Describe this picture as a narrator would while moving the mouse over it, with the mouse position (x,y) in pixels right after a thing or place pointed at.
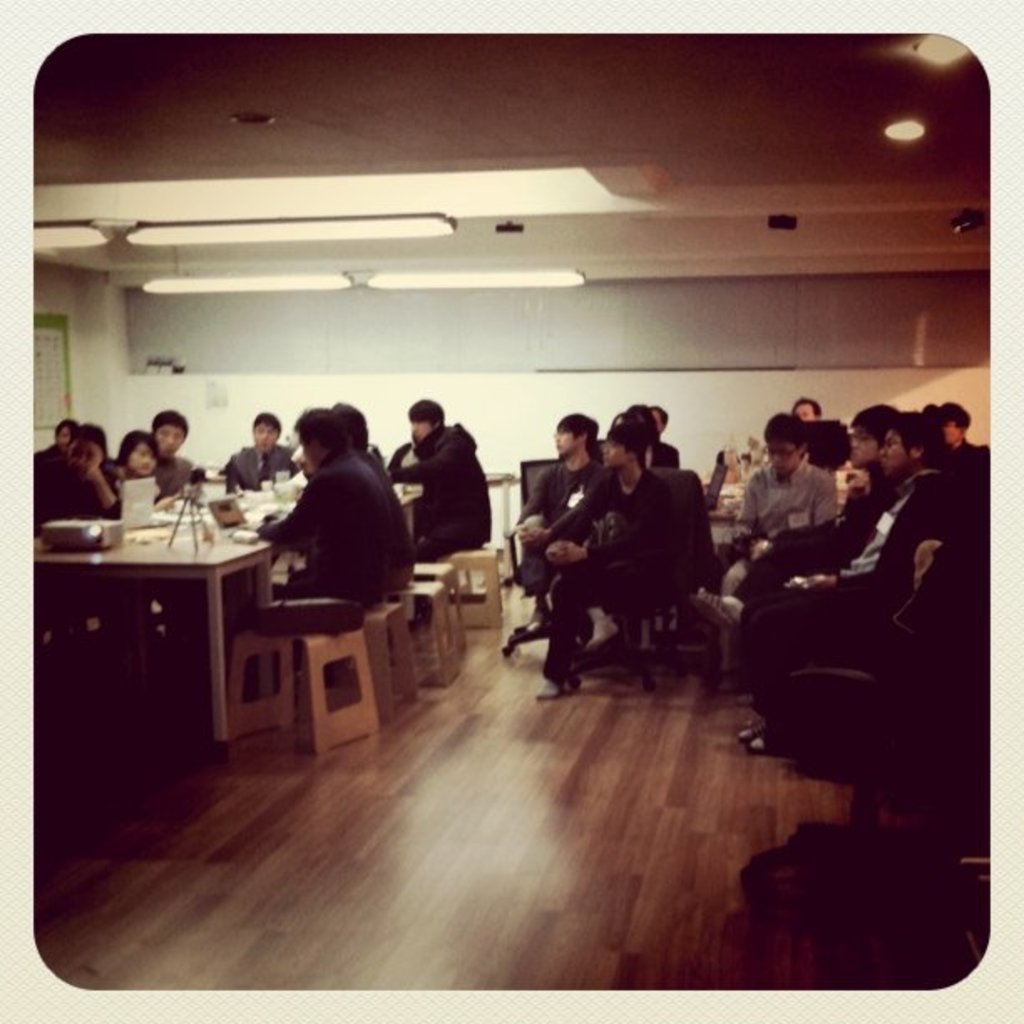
In this Image I see number of people (321,519) who are sitting on chairs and stools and there are tables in front of them, on which there are few things (285,501). In the background (84,356) I see the wall (75,343) and lights (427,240) on the ceiling (644,148).
